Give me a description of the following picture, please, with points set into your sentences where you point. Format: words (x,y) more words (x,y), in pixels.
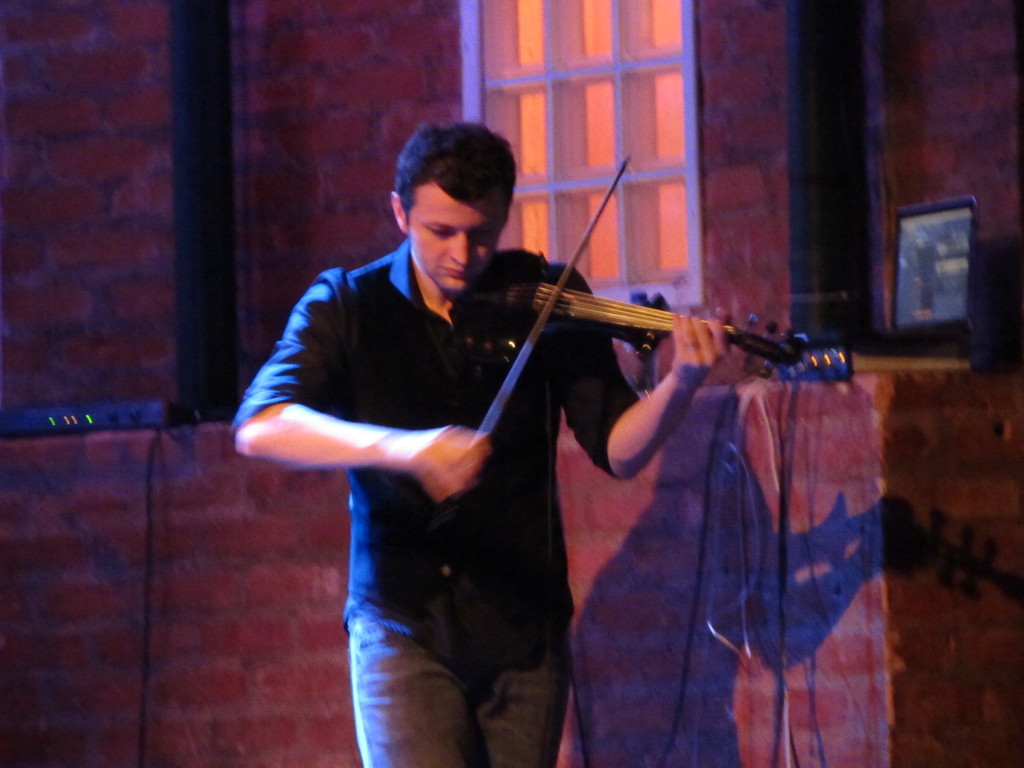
In this image I can see the person (496,375) standing and wearing the black shirt (510,602). He is playing the musical instrument (639,326). In the background (330,144) there is a wall (281,171) and a window (560,111) to it.
